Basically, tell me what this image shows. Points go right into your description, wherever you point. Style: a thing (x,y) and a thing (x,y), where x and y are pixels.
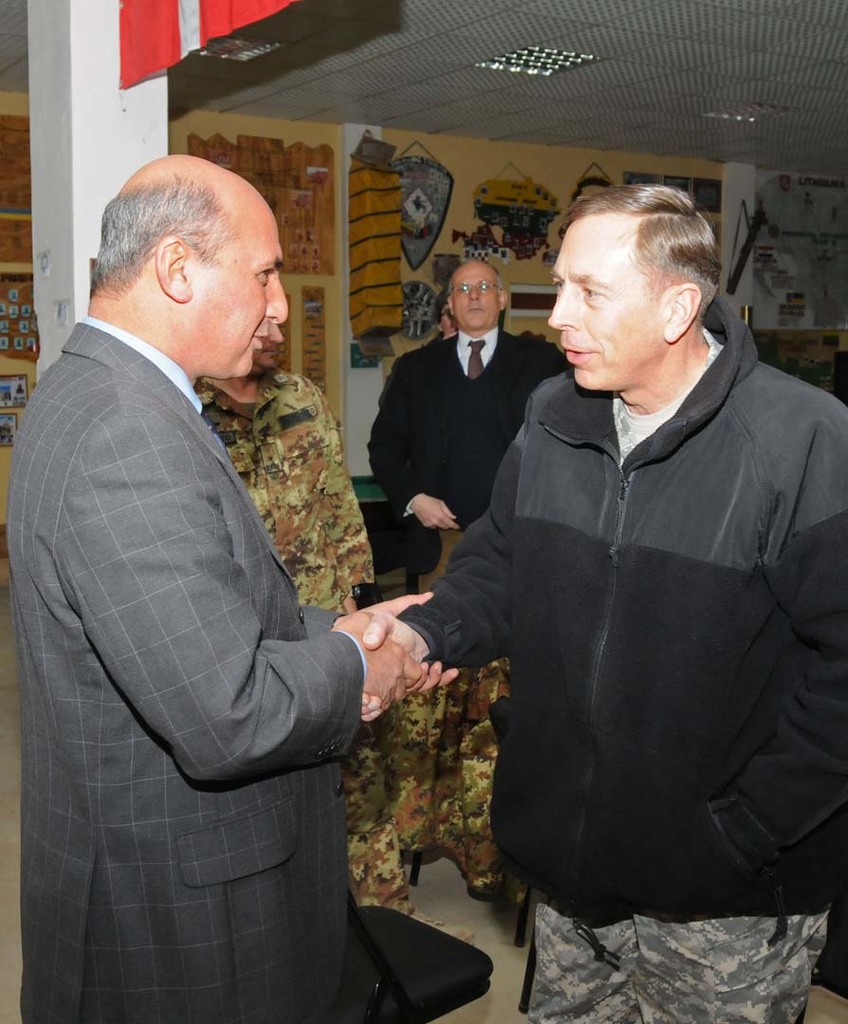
In this picture there are two members (569,542) shaking their hands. Both of them were men (692,654). In the background (411,398) there is a person (411,398) standing, wearing spectacles (459,288). We can observe a wall (468,197) in the background (418,158) with some charts (321,203) stuck on it. There is a white color pillar (71,108) on the left side (84,99).
